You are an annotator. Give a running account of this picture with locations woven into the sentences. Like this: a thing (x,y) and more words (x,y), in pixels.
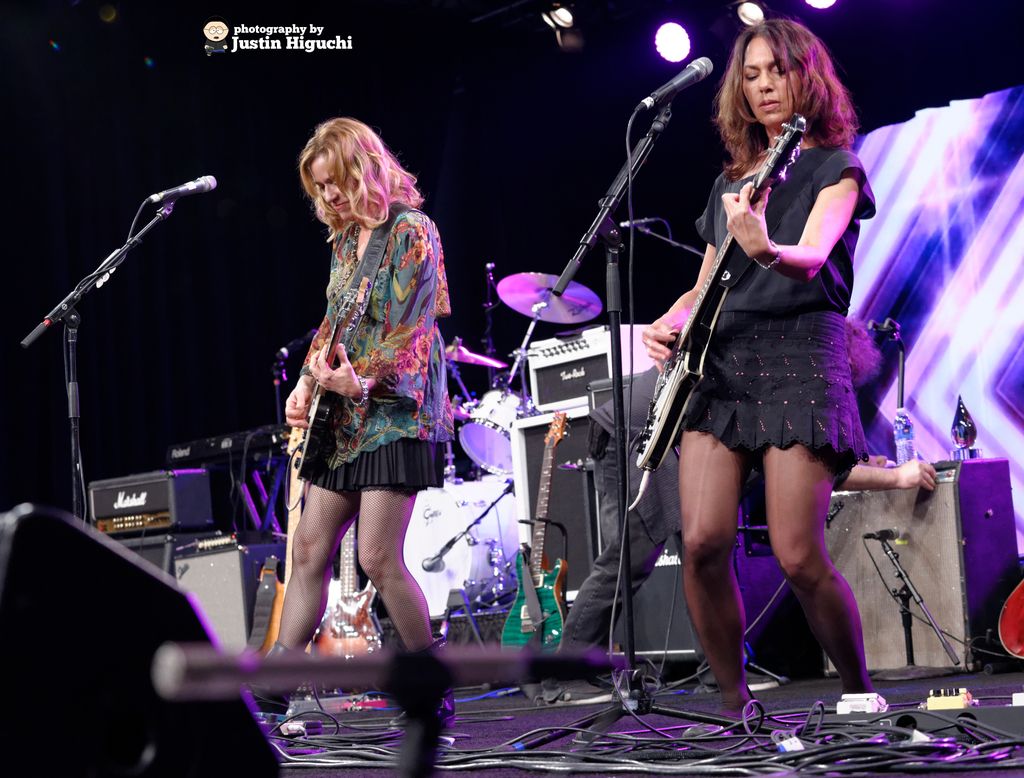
2 people (374,363) are standing playing guitar (321,399). in front them there is a microphone (607,240). behind them a person (601,460) is bended. at the back (499,412) there are drums (482,423).
